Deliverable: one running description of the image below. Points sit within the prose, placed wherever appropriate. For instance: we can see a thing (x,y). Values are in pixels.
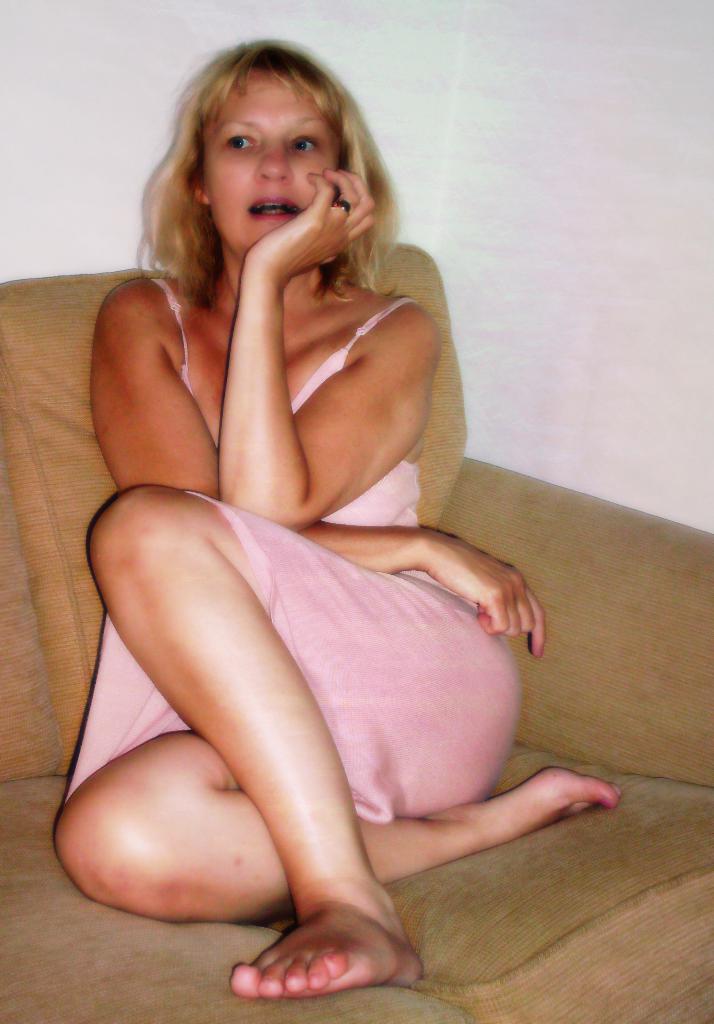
Here we can see a woman (322,750) sitting on the sofa (119,985). In the background (141,35) there is a wall (59,107).
